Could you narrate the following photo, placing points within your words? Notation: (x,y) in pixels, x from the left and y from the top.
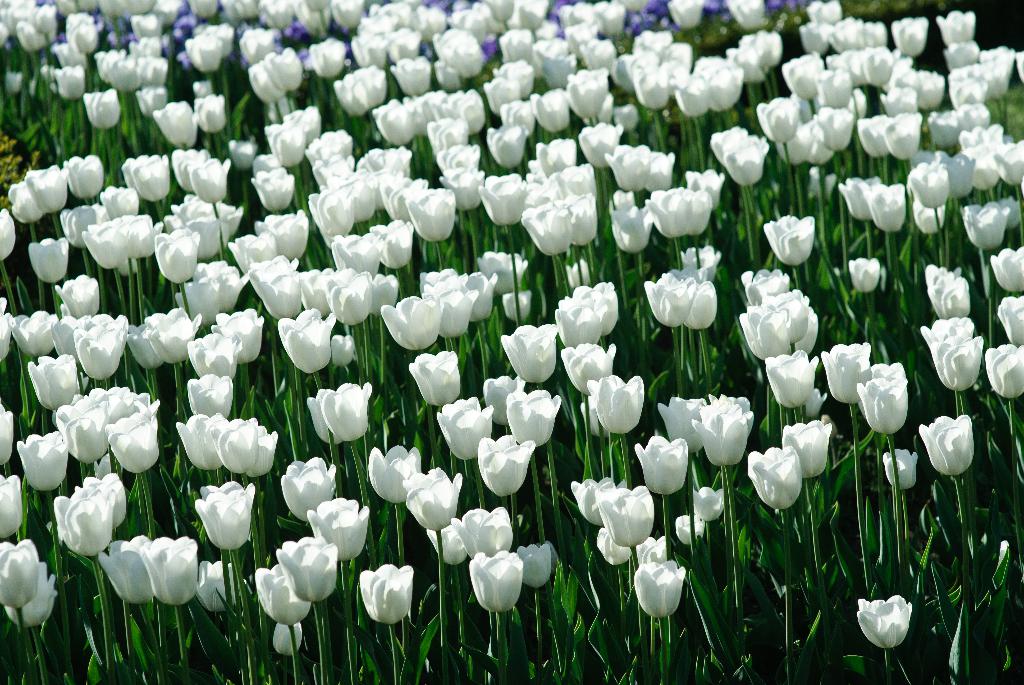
In this image there are few plants (620,396) having flowers (565,348) and leaves (539,453). Flowers (563,353) are in white color and few are in blue color.
